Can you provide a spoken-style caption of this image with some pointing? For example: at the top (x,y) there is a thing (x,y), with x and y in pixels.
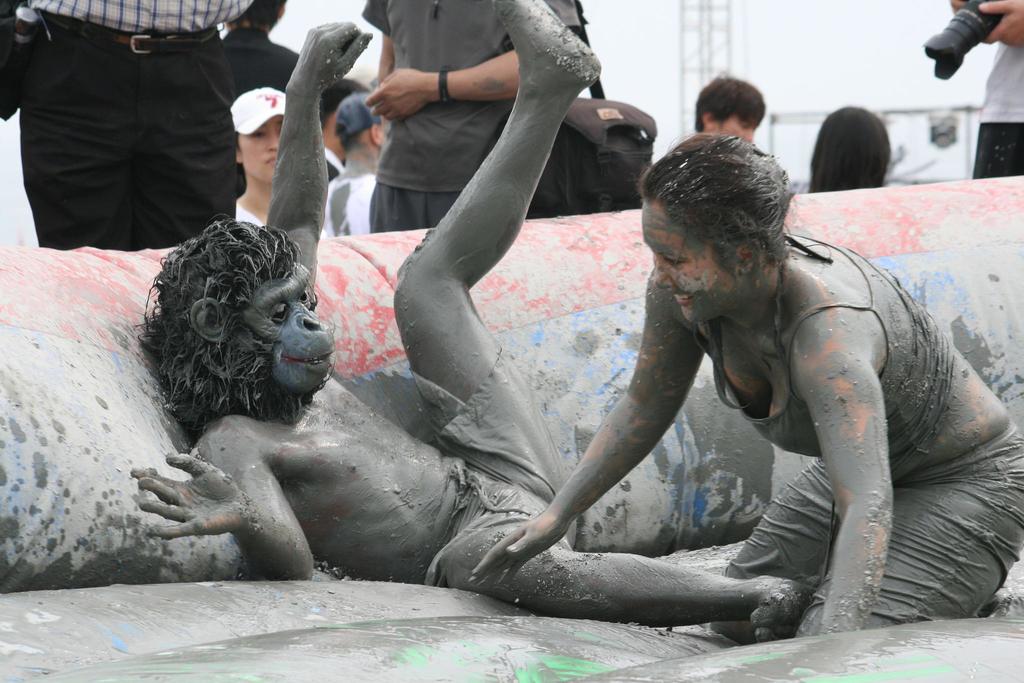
In the picture we can see two people (719,285) are playing in a black soil (815,669) and behind them, we can see some people (222,155) are standing.
